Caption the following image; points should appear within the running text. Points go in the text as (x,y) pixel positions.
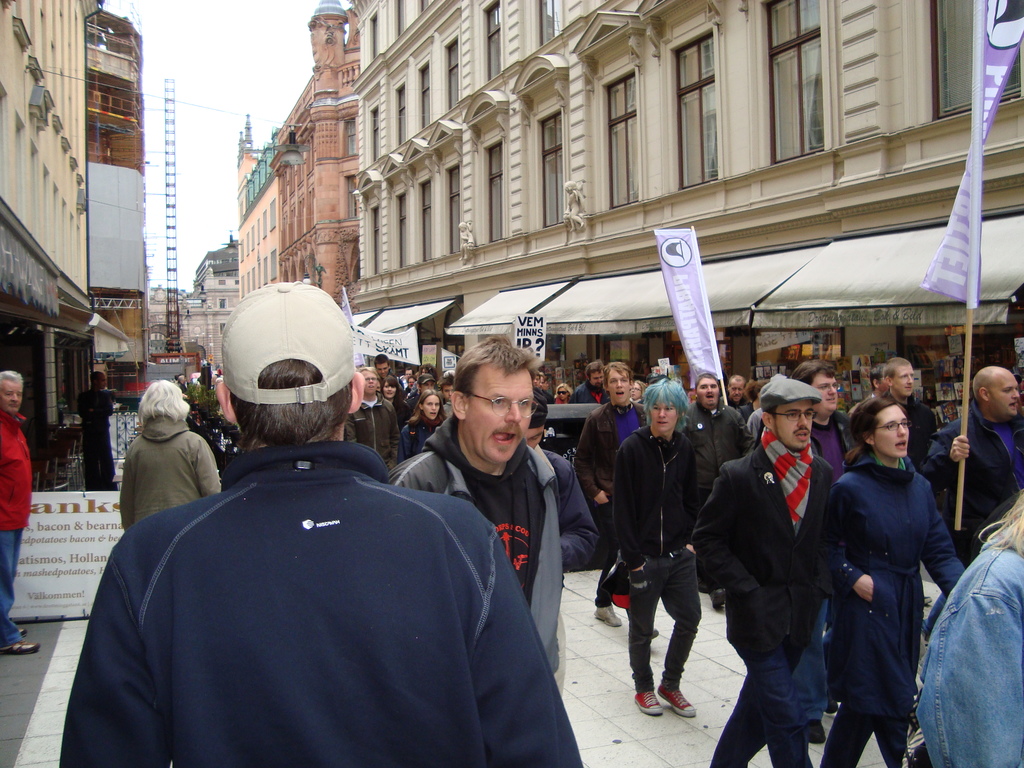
In this image we can see these people (463,628) are walking on the road (8,765). Here we can see these people (940,475) are holding banners (957,223) to the pole (975,218). Here we can see tents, buildings (827,196), pole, wires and the sky (164,22) in the background (173,9).
